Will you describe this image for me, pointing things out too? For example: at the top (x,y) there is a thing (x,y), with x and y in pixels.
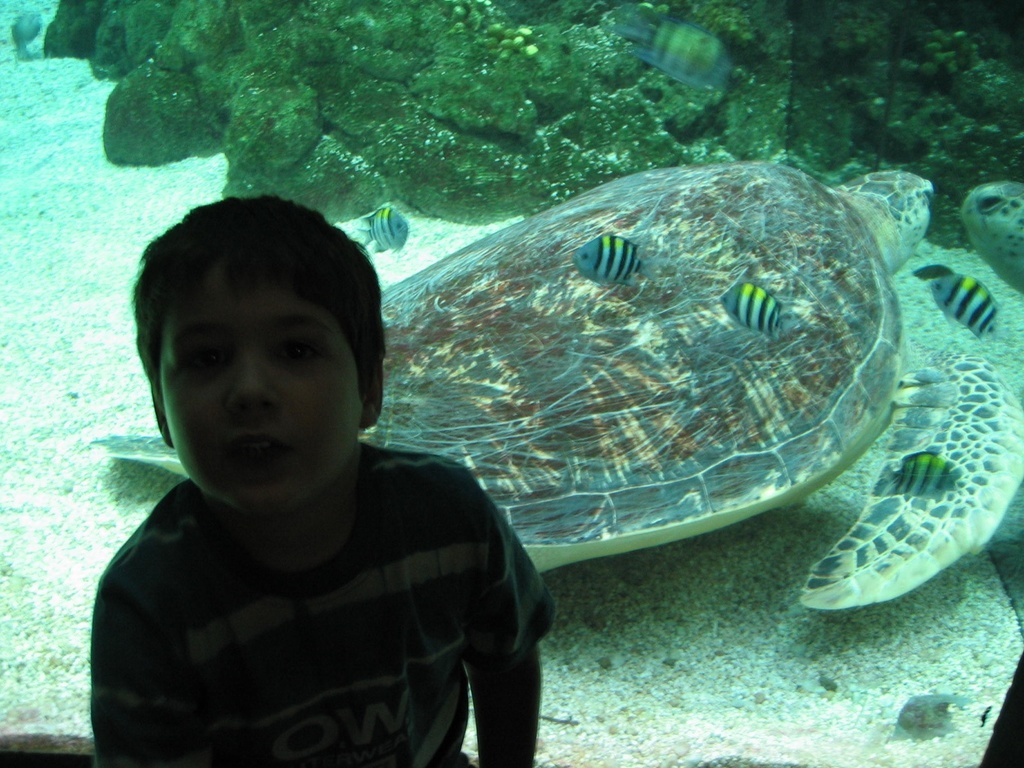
In the middle of the image (343,445) there is a boy (212,668). In the background (189,159) there is an aquarium (347,163). There are two tortoises (793,499) and a few fishes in the aquarium (732,625). At the top of the image (255,59) there are a few coral reefs (506,110) in the aquarium (870,90).
